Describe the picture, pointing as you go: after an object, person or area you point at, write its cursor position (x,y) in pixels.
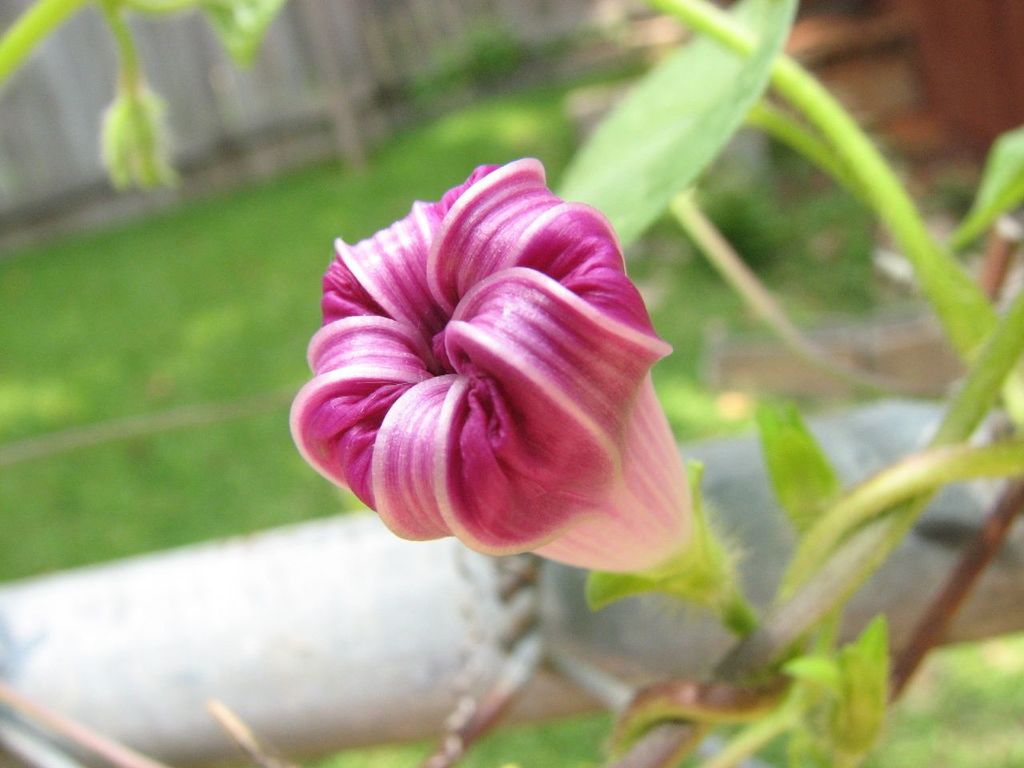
In this image I can see flower plant (596,392). The flower (606,444) is purple in color. The background of the image (14,558) is blurred.
